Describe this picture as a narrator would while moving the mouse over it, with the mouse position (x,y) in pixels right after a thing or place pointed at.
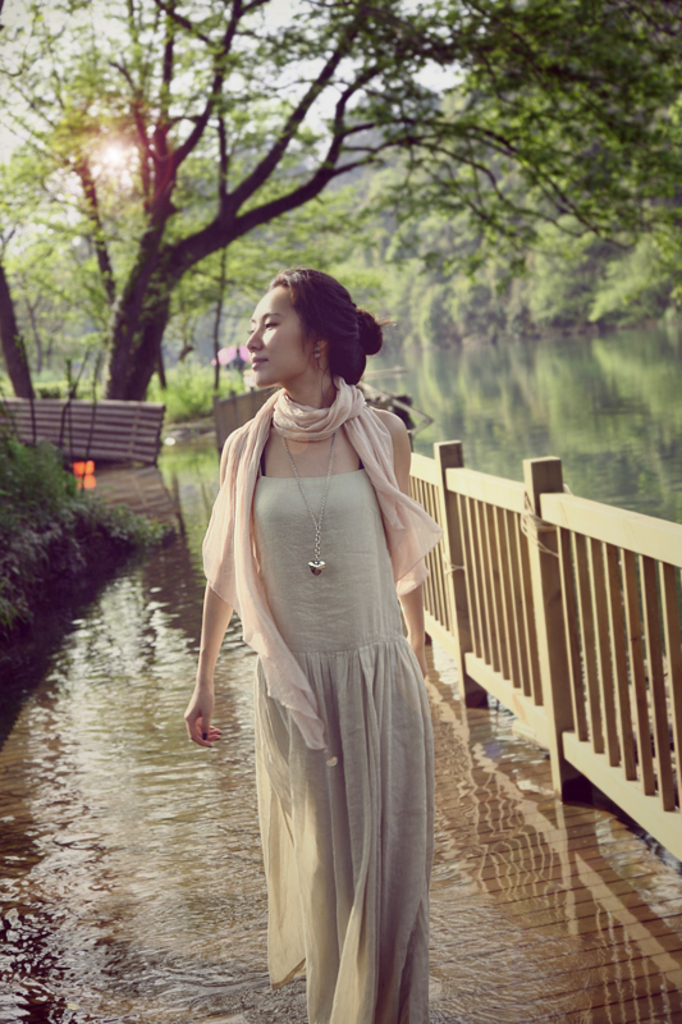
In this image we can see woman (276,480) walking on the bridge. On the left side of the image (220,966) we can see water (251,964) and grass (51,485). In the background (560,351) we can see trees (247,153), sky (186,114) and water (532,430).
